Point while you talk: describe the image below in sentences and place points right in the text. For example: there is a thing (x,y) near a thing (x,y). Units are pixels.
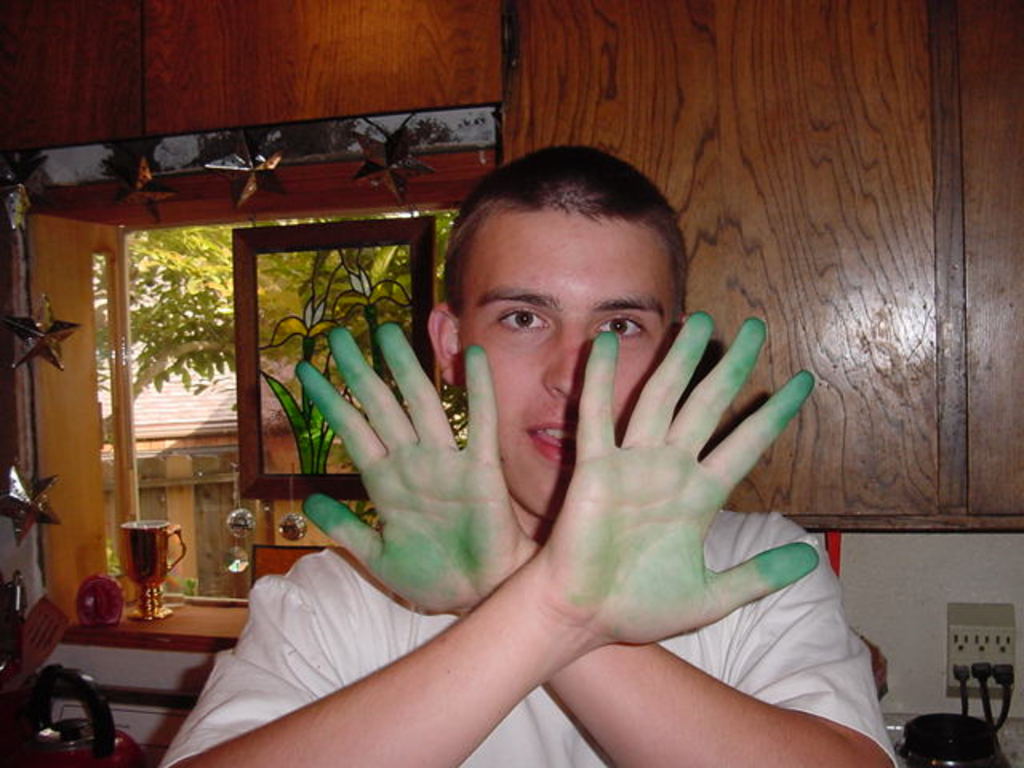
In this image we can see a person (603,608) wearing white T-shirt (254,643) is showing his hands (475,602) on which we can see green color paint (411,574). Here we can see sockets (953,696) fixed to the wall (1018,621), we can see wooden boards (869,258), some objects (54,699), glass windows (213,502) through which we can see the trees (213,349) and house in the background (171,343).
